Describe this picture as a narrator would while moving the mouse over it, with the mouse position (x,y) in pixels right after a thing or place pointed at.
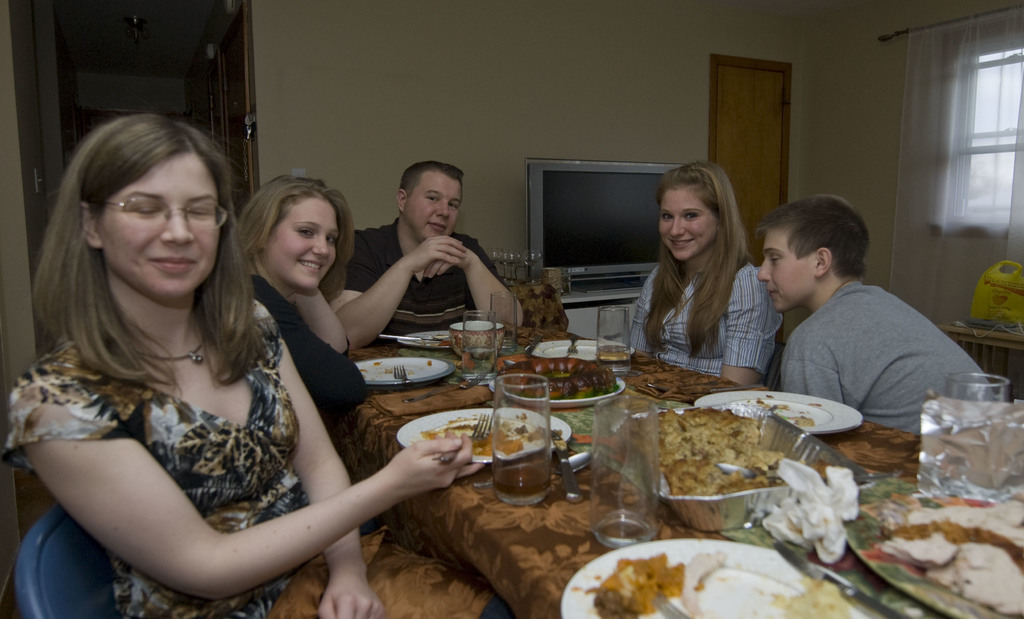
There are persons (243,374) sitting on chairs (54,548) and she is holding fork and we can see plates (748,576), glasses (614,327), box (779,501), food (718,428) and tissue paper (791,496) on table (653,618). On the background (598,227) we can see television (631,257) and cover (1003,311) on tables (992,338), wall (388,67), door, window (1007,155) and curtain (968,139).
